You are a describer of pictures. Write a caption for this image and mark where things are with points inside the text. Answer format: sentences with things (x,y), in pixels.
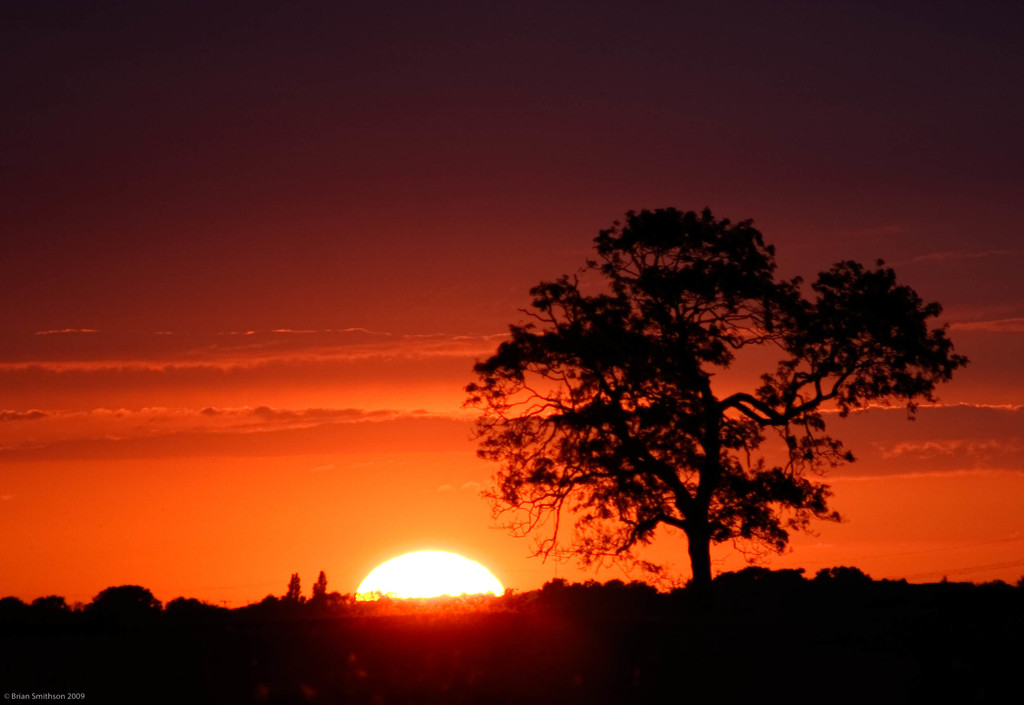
On the right side of the image (796,352) we can see a tree (587,450). At the bottom of the image (394,569) we can see the trees (626,608) and sun rise (461,555) is present in the sky (376,445). In the background of the image (421,417) we can see the clouds (431,409) are present in the sky (386,215). In the bottom left corner (59,695) we can see the text (59,695).
